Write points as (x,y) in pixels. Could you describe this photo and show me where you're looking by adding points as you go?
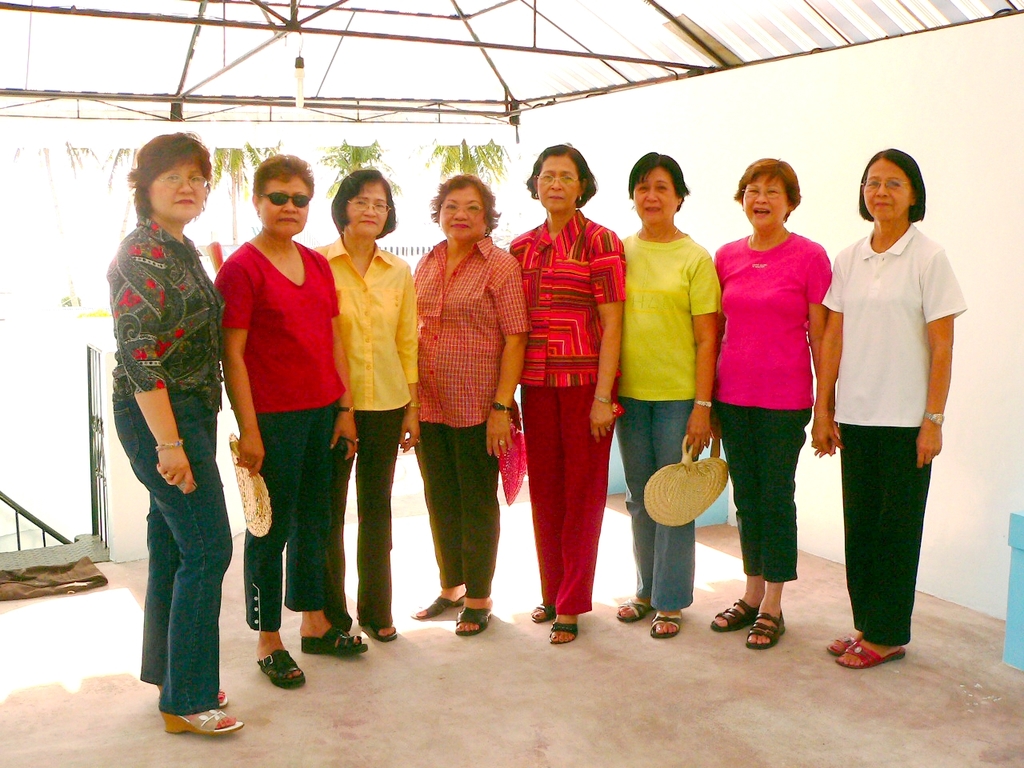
This image is taken indoors. At the bottom of the image (585,716) there is a floor (58,647). On the right side of the image (787,126) there is a wall (815,141). In the middle of the image (493,313) eight women (466,565) are standing on the floor (702,537) and a few are holding hand-fans (659,477) in their hands (256,465). In the background (231,217) there are a few trees (242,200) and a railing (56,535). At the top of the image (369,42) there is a roof (617,58).
